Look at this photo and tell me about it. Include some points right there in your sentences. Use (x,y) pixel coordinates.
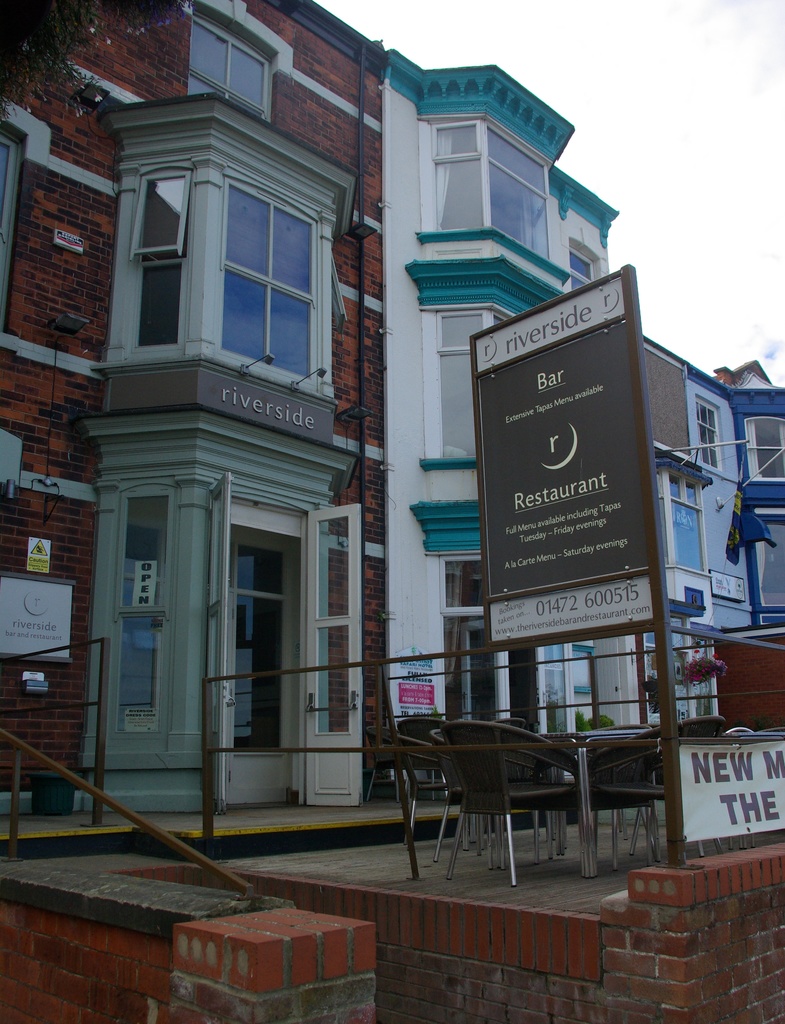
In this image we can see buildings (393,288) with windows (531,231), boards (495,362) with some text (559,529), chairs (472,726), brick walls (675,875) and we can also see the sky (598,129).
